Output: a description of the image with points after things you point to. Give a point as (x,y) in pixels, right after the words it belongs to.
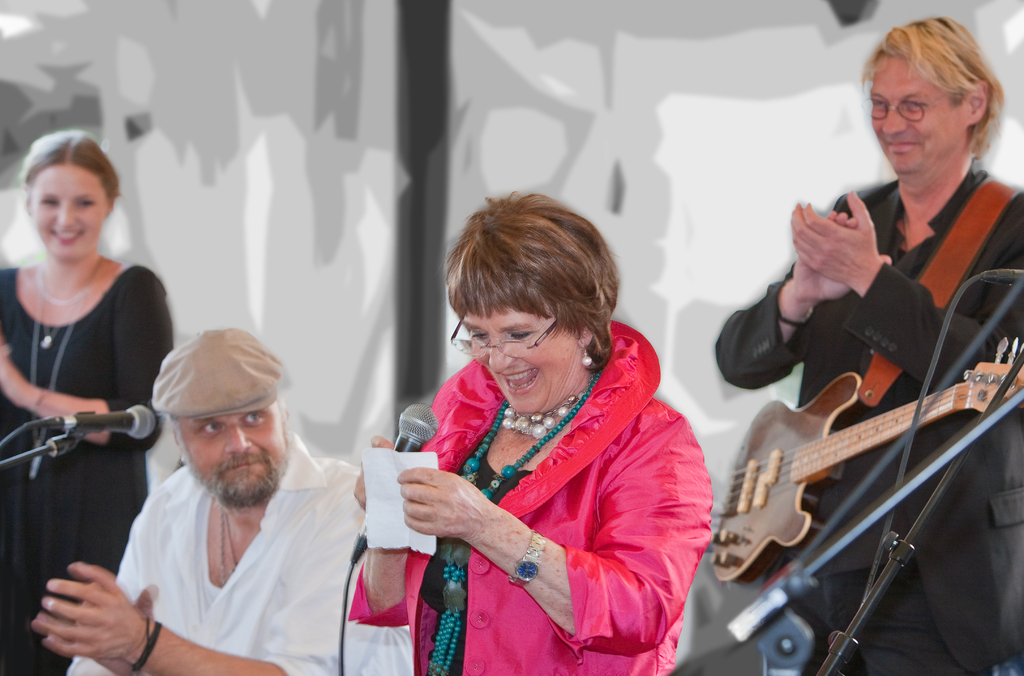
This image is taken indoors. In the background (461,169) there is a wall (250,125) with a painting (480,108) on it. On the left of the image (49,431) a woman (59,469) is standing and she is with a smiling face (55,242). There is a mic (80,431). On the right side of the image (838,250) a man (839,232) is standing and he is holding a guitar (806,467). There is a mic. In the middle of the image (567,381) a man (341,560) is sitting and a woman (476,537) is standing and she is holding a paper (398,515) and a mic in her hands (438,533) and she is with a smiling face (527,398).
